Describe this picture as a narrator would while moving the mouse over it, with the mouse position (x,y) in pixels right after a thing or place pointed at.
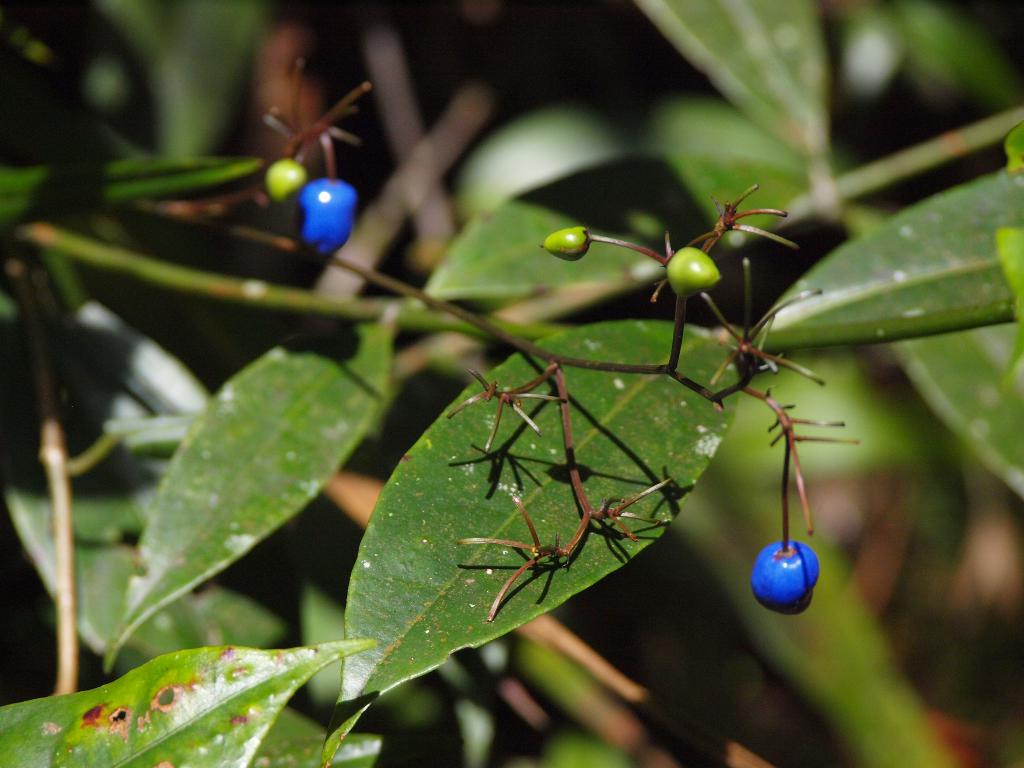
In this image we can see small fruits (551,242), leaves (706,348) and stems (392,321).
